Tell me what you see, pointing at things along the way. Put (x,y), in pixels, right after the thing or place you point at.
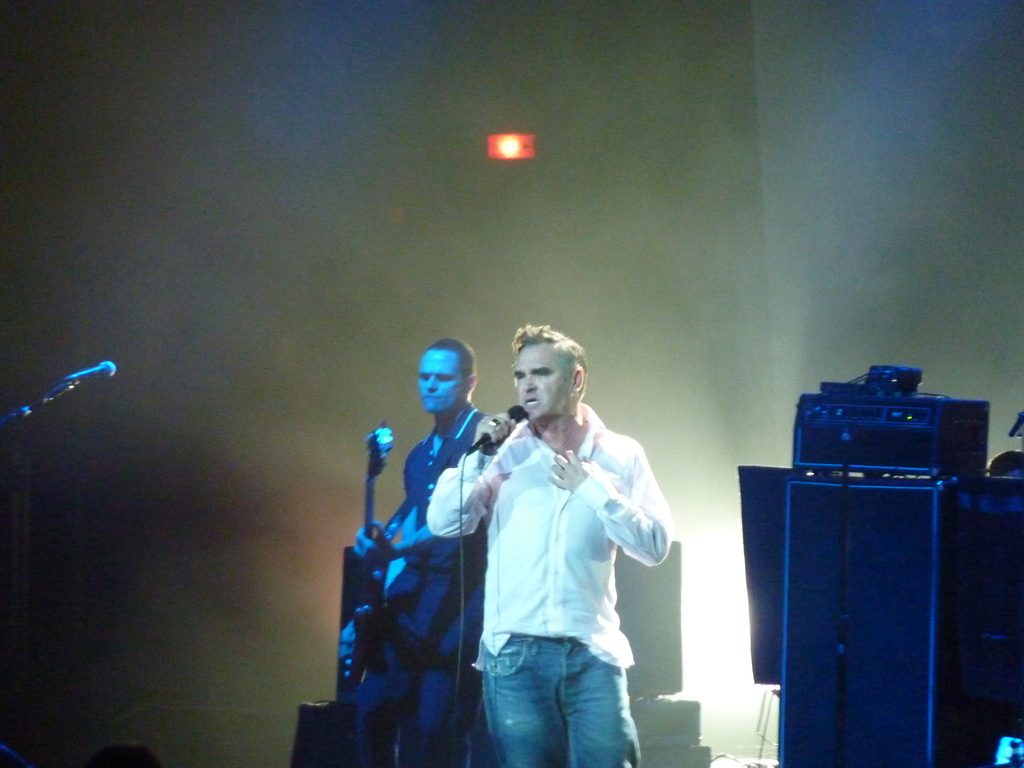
In this image there are two persons (538,494). The person (560,463) wearing white shirt (514,460) is holding a mic (522,409). He is singing. Behind him a person (431,397) is playing guitar (372,558). In the left (71,379) there is a mic (87,377). In the right (894,557) there are speakers (878,561). On the top (519,148) there is a light (504,144).
